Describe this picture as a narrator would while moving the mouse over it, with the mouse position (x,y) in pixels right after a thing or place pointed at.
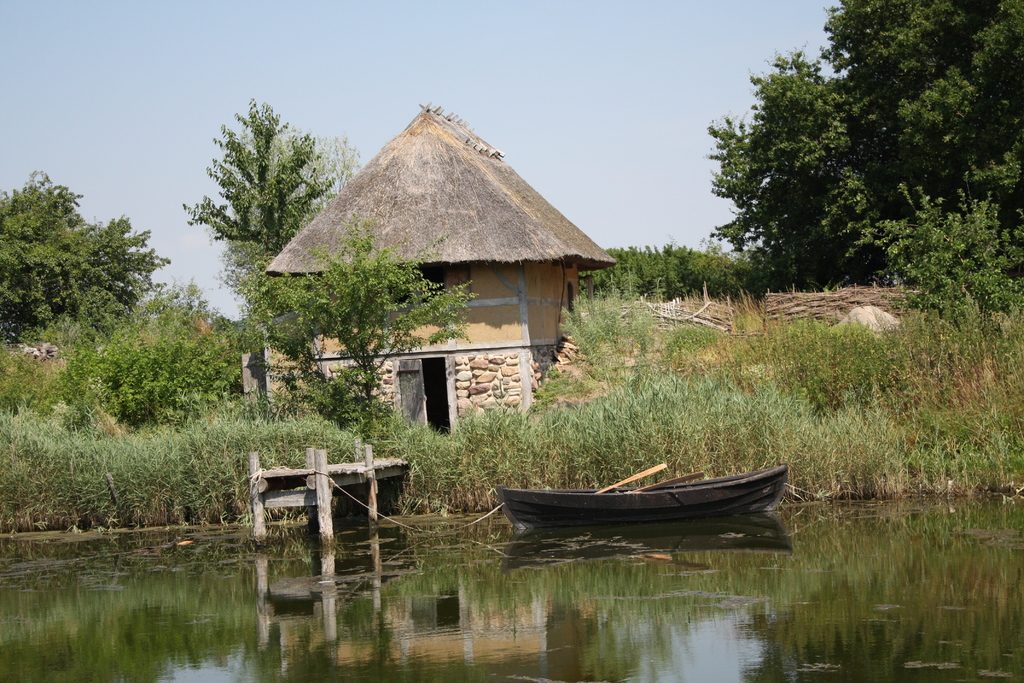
In this image we can see sky (164,116), trees (233,232), hut (453,123), door (405,375), plants (362,388), rope (331,475), oars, boat (664,496), lake (803,506) and piles of wooden sticks (720,309).
